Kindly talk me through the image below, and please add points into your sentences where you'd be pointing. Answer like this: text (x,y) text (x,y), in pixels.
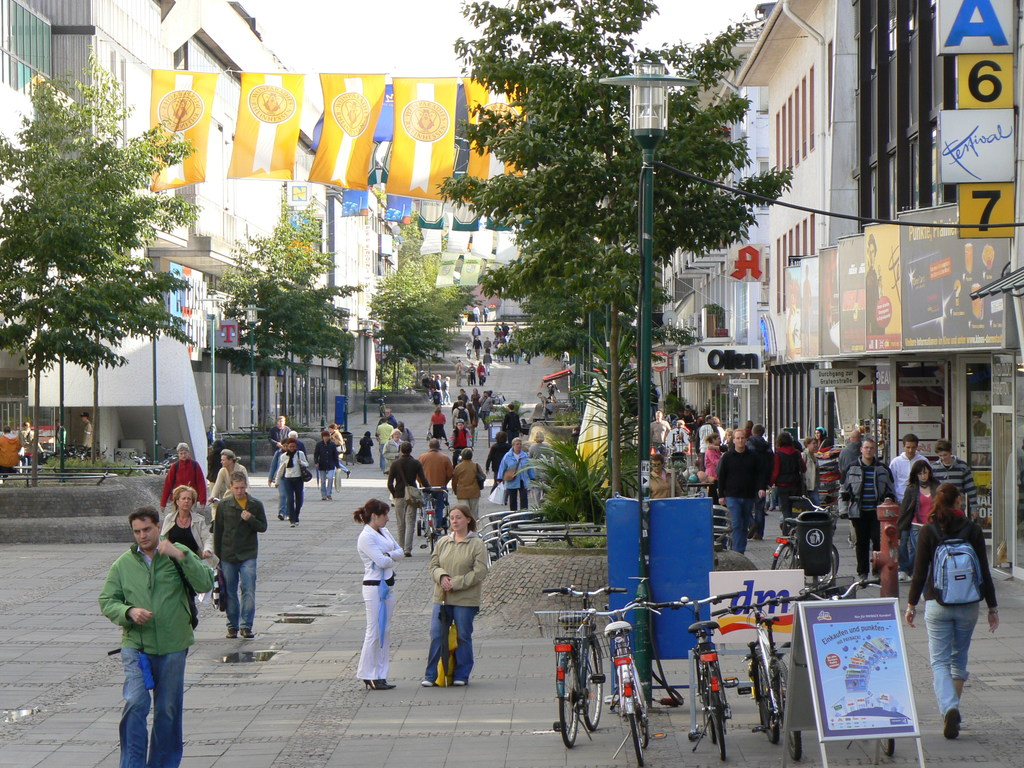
In this image we can see the buildings (884,410), trees (59,231), light poles (638,130), hoardings (896,280), number boards (997,99) and also some informational boards (845,663). We can also see many people (409,509) walking on the path (312,721). There is a person (434,460) with bicycle (429,504). We can also see some bicycles (628,627) parked on the road (727,727). At the top (479,103) we can see the flags (436,148) and also the sky (440,26).
